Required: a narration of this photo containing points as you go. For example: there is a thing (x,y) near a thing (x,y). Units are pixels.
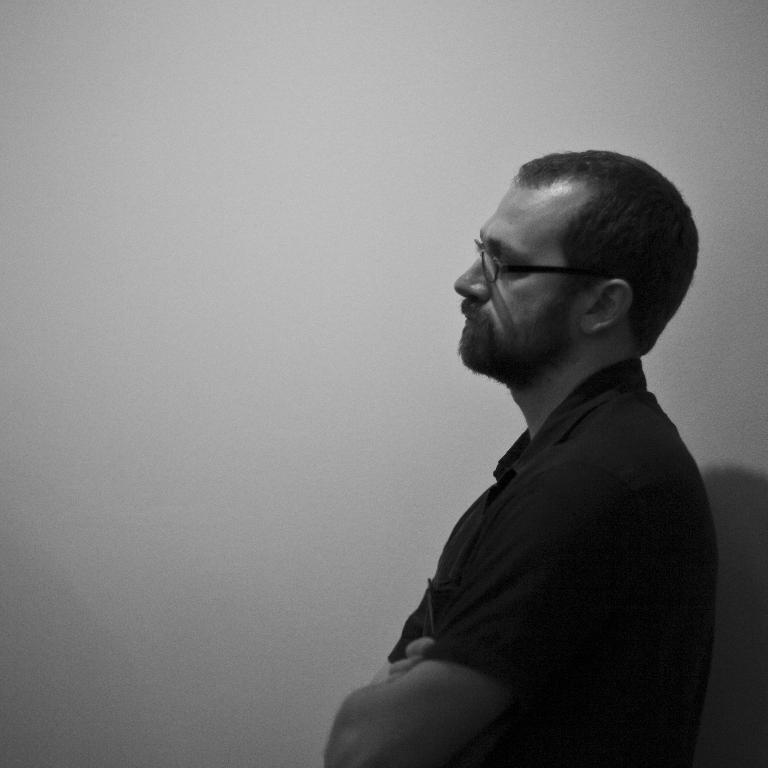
This is a black and white picture. A person (443,629) is wearing a specs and t shirt (568,526) is standing. In the back (211,194) there's a wall (252,229).
